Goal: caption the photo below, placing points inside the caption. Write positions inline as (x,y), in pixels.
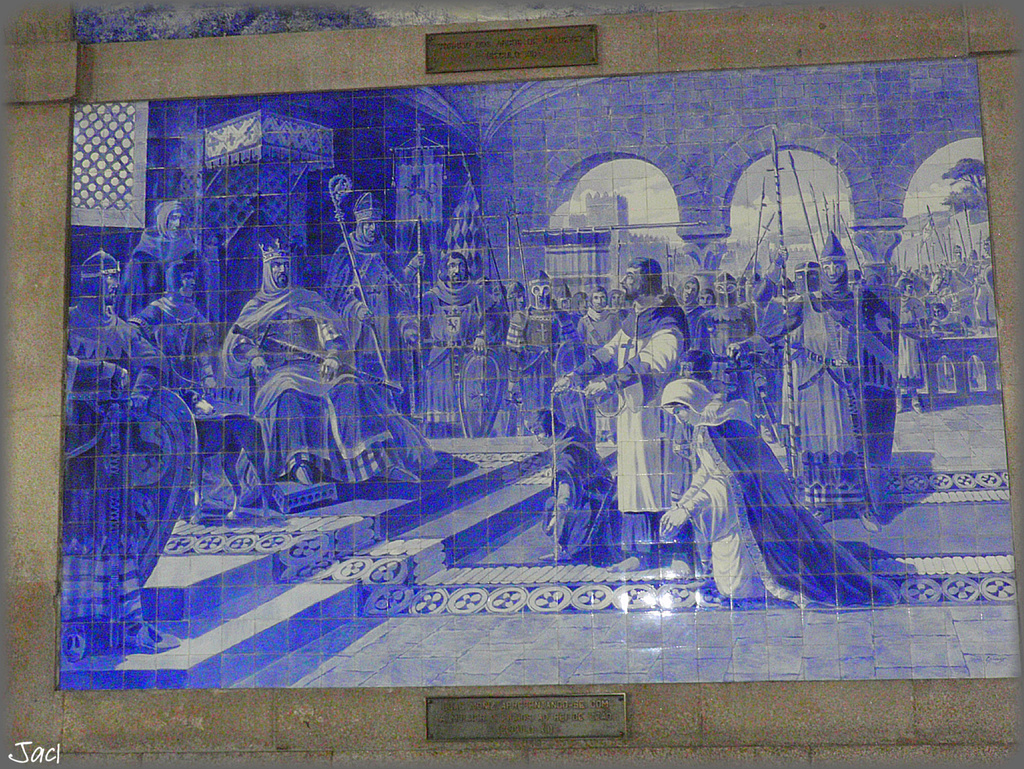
In this picture we can see a poster (343,461) and name boards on the wall (293,743), in the bottom left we can see some text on it.
